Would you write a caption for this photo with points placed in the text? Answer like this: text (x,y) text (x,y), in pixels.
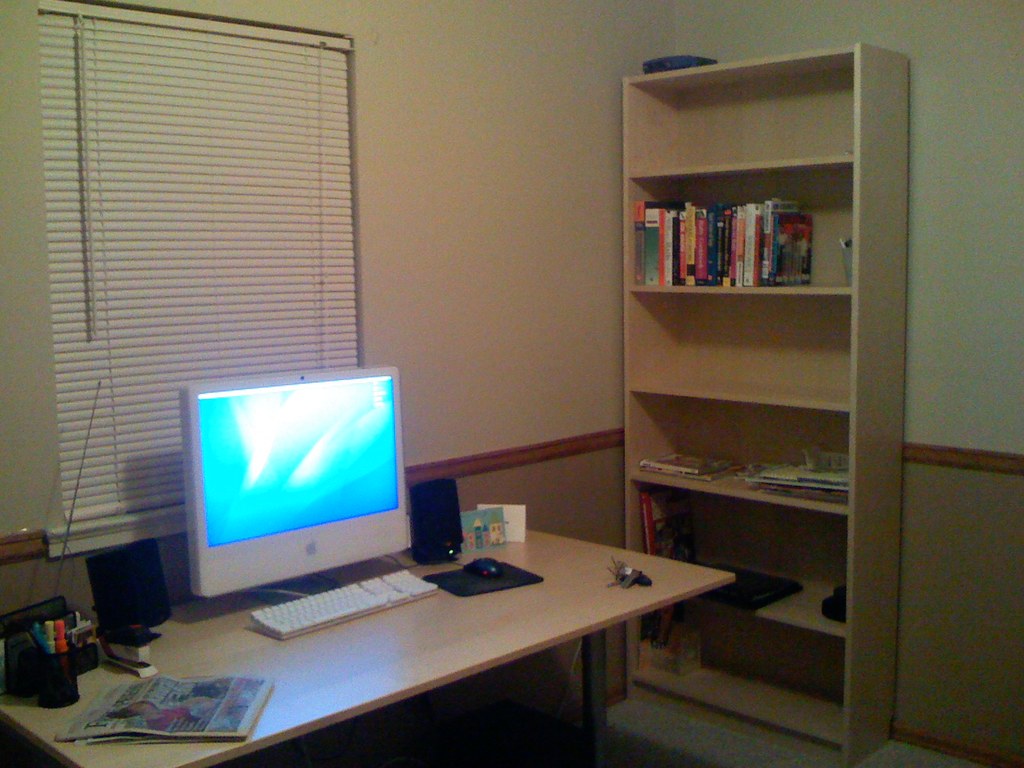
In this image, I can see a monitor (261,550), keyboard (408,598), computer mouse (474,568), speakers (122,608), newspapers (150,714), pens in a pen stand (63,670) and few other objects (638,579) on a table (511,641). On the right side of the image (859,463), there are books (709,282) in the racks (802,532). Behind the table (336,678), I can see window blinds (187,17) to the wall (375,161).
